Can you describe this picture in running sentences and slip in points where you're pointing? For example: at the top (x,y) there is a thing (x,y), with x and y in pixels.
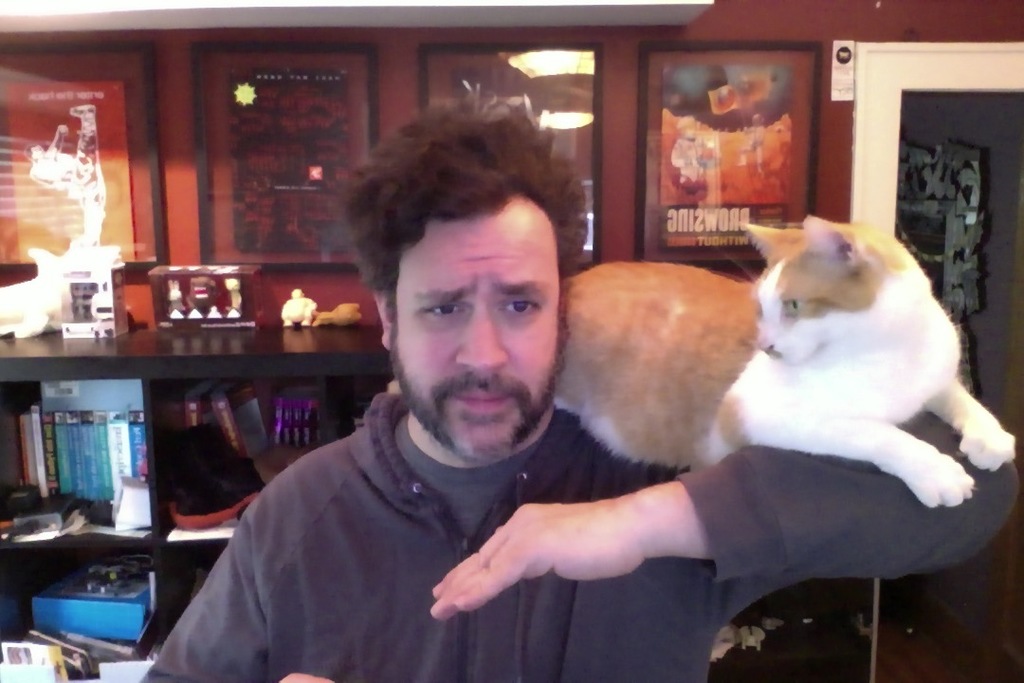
This is an image clicked inside the room (125,281). Here I can see a man (377,567) holding a cat (767,381) on his shoulder (632,472). In the background (820,153) there is a wall (171,58) and few frames (293,74) are attached to this wall (164,134). On the left corner of the image (85,455) there is a rack (154,411) filled with some books (87,458).
